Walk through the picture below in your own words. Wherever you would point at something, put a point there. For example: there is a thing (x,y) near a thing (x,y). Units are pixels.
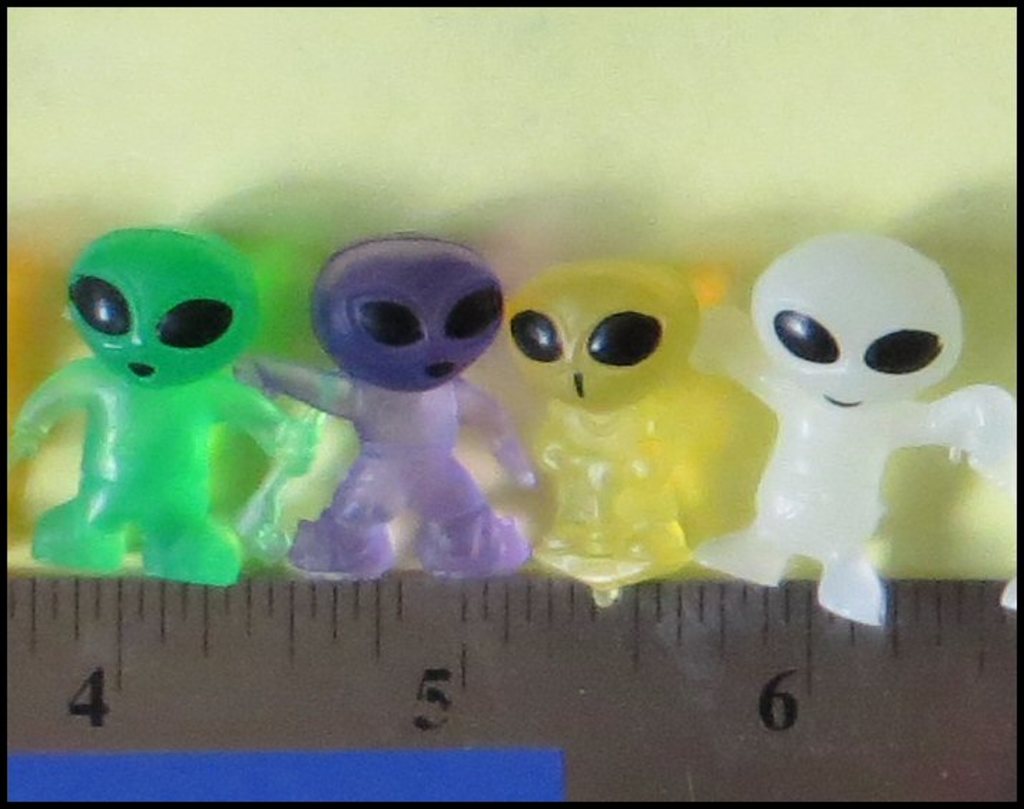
In this image we can see some toys (457,427) placed on the scale (579,795) and we can also see the wall (451,185).
